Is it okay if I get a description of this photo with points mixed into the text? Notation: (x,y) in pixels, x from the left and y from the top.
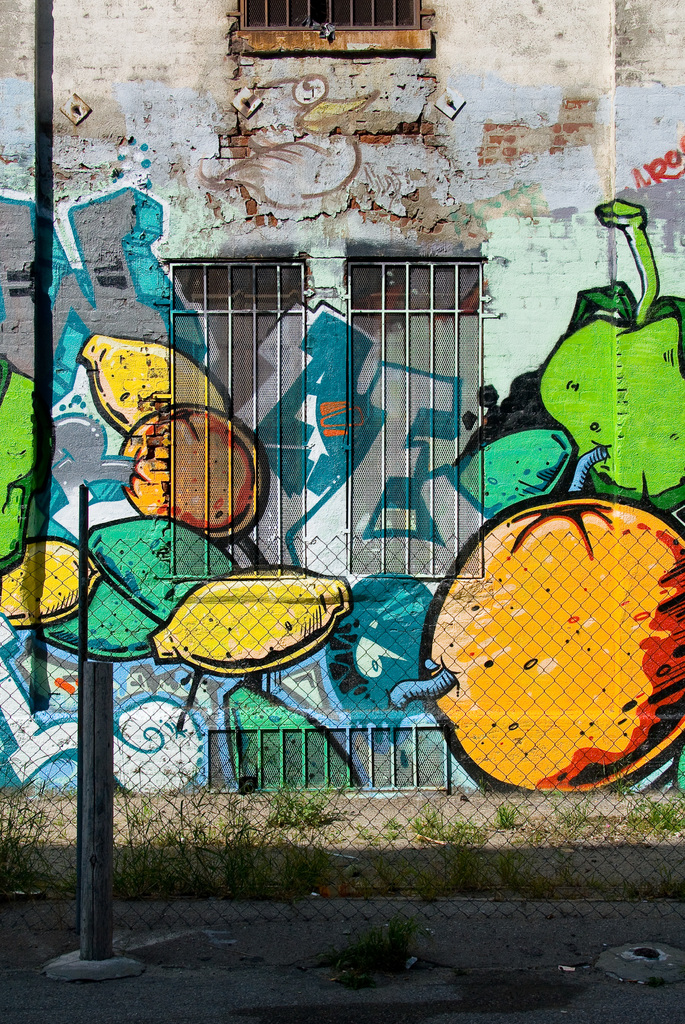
In this image I can see two poles (103,777) in the front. In the background (450,594) I can see the iron fence (353,564), grass (437,819), a building (42,280), few windows (385,2) and on the wall (29,343) I can see different types of paintings (354,324).
